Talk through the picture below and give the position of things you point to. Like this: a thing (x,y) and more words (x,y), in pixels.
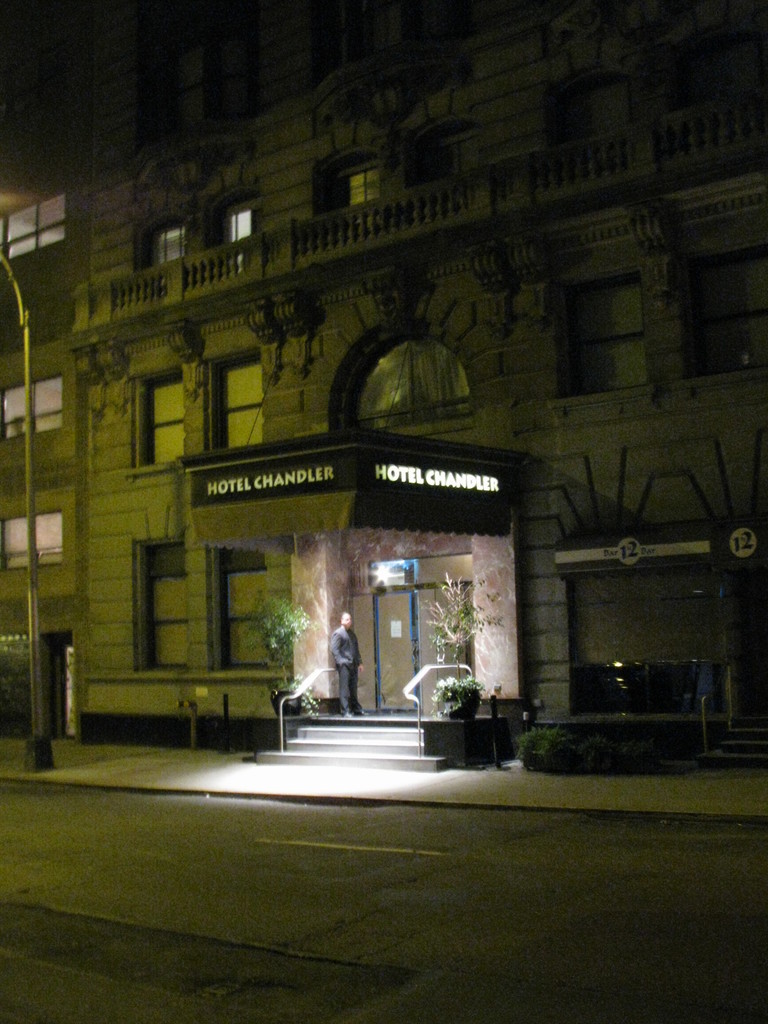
In this image, we can see a building (277,344) and we can see the windows (629,332) on the building (221,327), there is a person (345,660) standing at the door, we can see the road (407,937).
